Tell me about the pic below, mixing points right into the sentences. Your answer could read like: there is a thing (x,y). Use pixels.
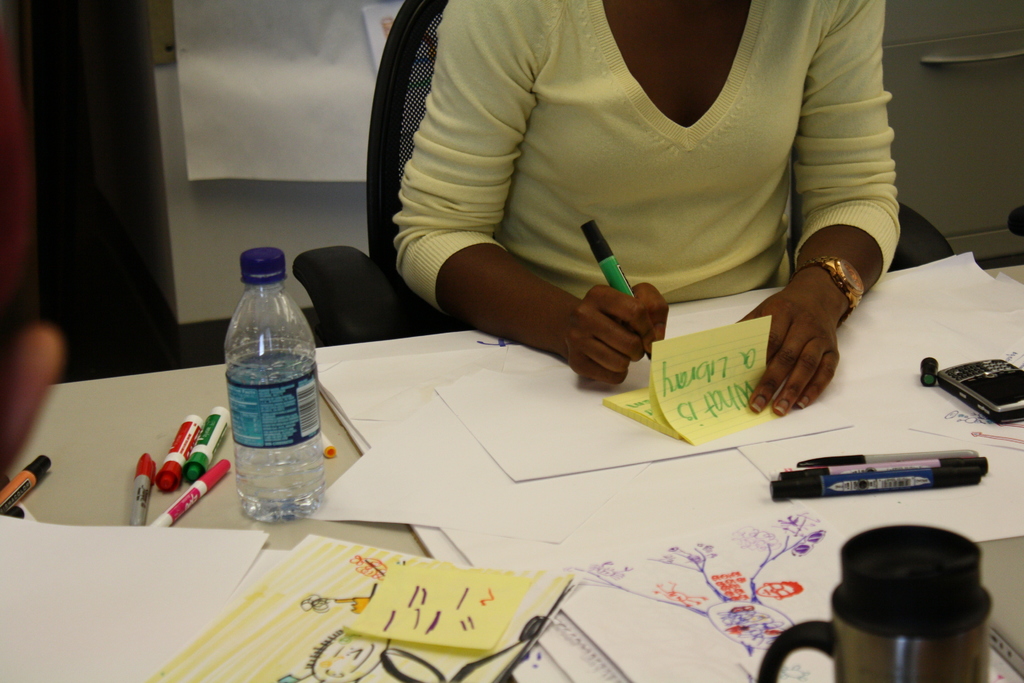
In this image I can see a person (535,181) sitting on the chair (375,247) and holding a pen (618,272). In front of her there is a table (536,483). On the table (453,462) there is a bottle (263,424), paper (463,485), pens (191,444) and the flask (834,609).
